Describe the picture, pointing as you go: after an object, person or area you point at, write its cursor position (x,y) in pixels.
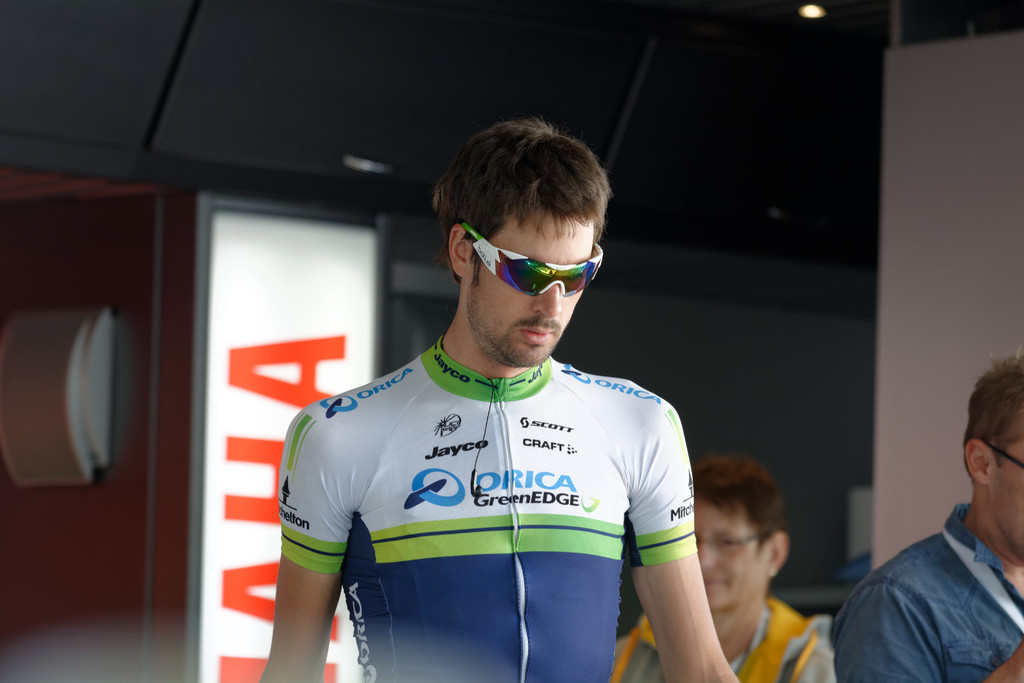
In this image there is a person (510,293) with spectacles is standing, and in the background (1010,652) there are two persons (949,680), lights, light board (215,322).
